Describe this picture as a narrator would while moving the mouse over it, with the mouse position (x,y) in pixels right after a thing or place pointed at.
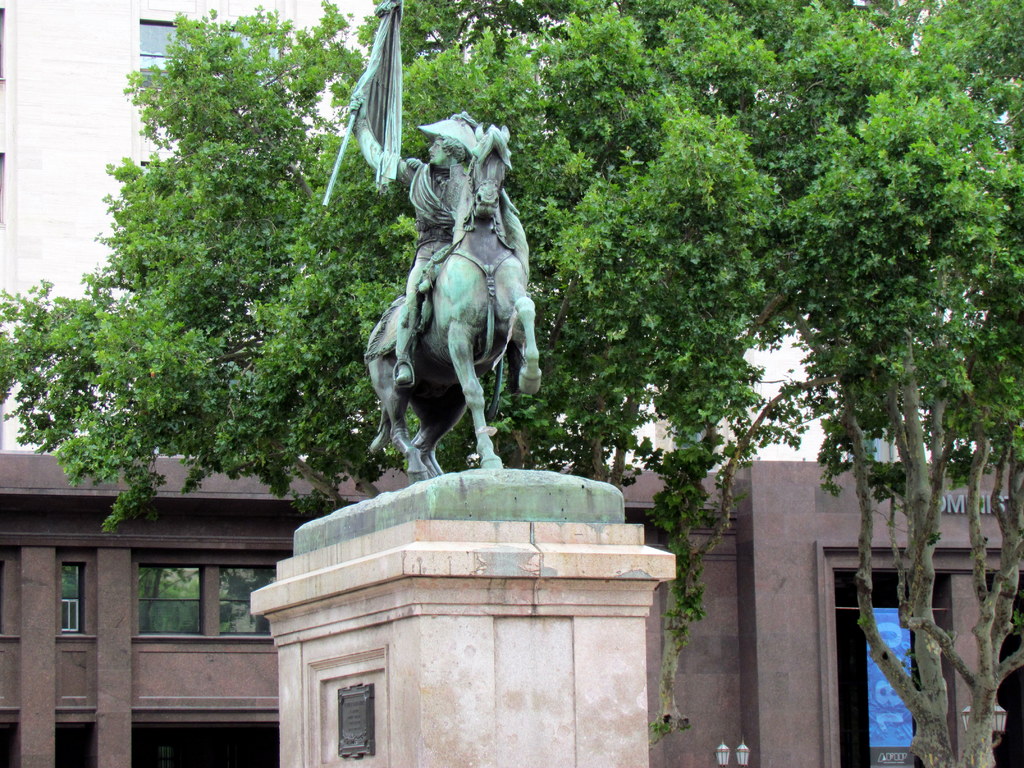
There is a sculpture (438,320) in front of an organisation (254,523) and beside the sculpture (455,396) there is a huge tree (917,606) and behind the tree (193,402) there is a big building (677,751) with a lot of windows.
